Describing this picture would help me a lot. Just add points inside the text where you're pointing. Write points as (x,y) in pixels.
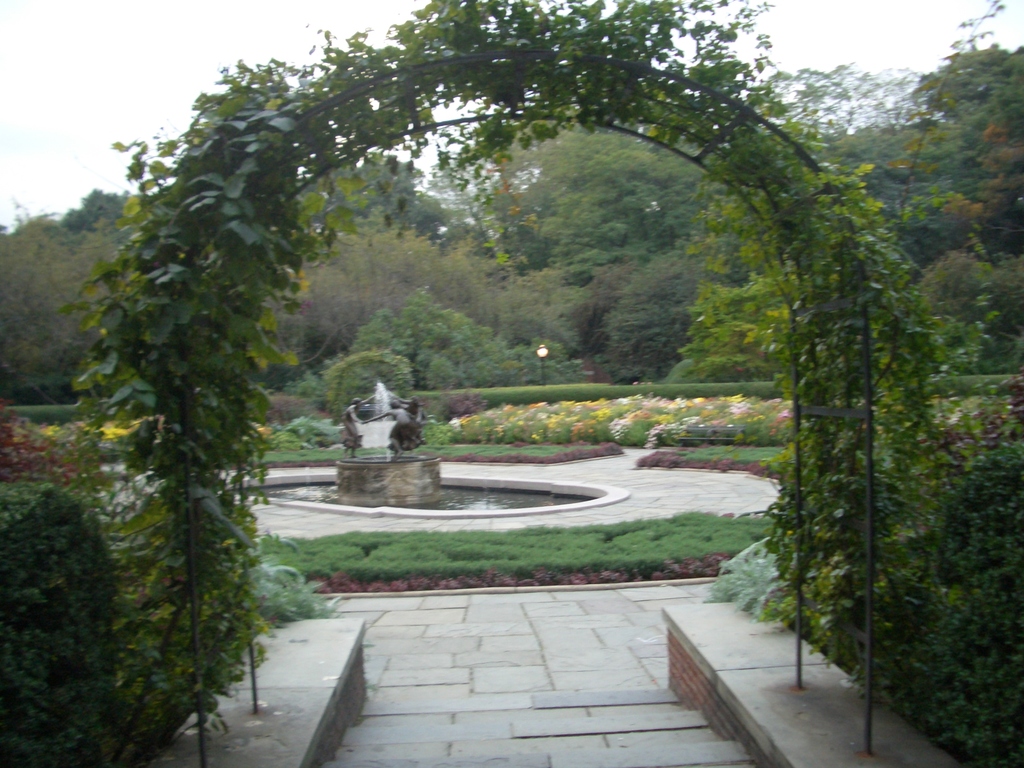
In the foreground of the picture (211,354) we can see plants (897,552), creepers (463,154) and walkway (615,668). In the middle of the picture (421,332) there are trees (570,250), plants (589,408), shrubs (562,552), fountain (504,490), flowers (552,410), street light (542,361) and other objects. At the top (59,96) there is sky (78,97).
